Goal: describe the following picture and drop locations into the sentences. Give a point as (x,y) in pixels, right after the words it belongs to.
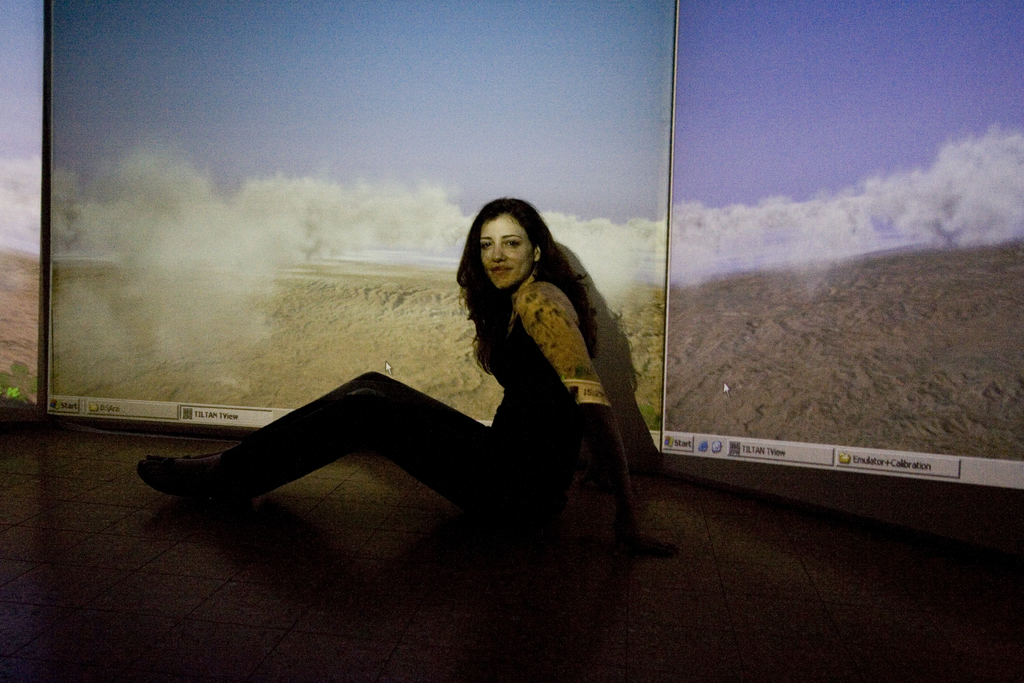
In this picture I can observe a woman (495,440) sitting on the floor (419,554). She is smiling. Behind her I can observe some clouds (269,215) in the sky (439,103).
